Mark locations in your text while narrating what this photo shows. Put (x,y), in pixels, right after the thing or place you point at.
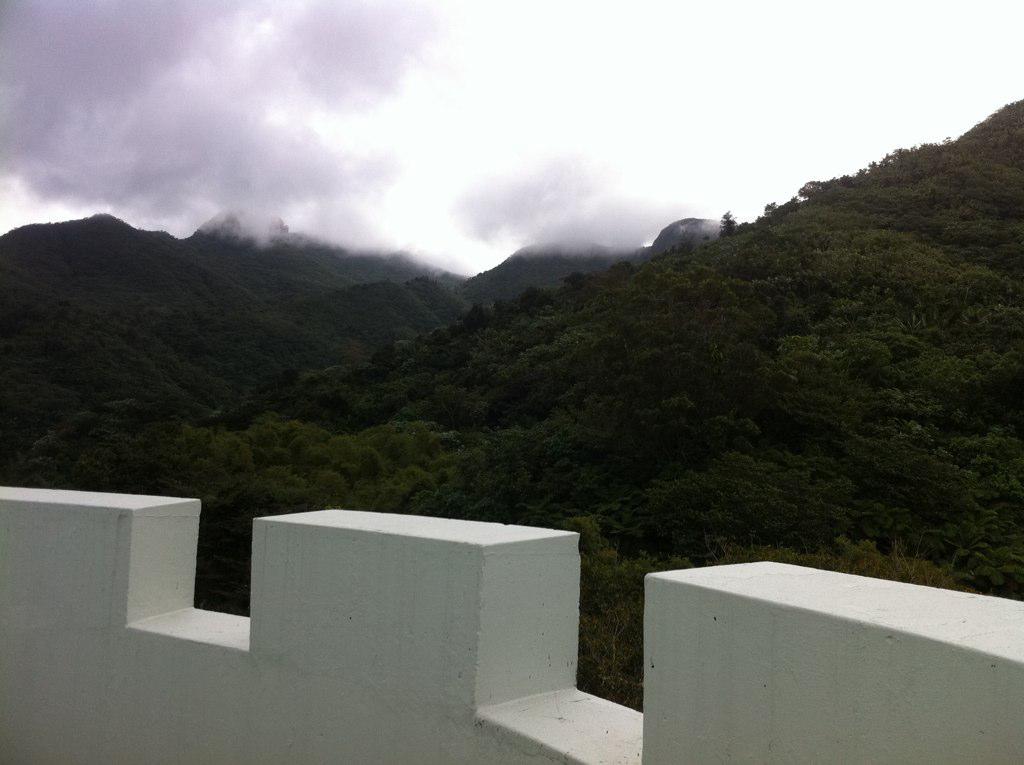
In this image in the front (259,614) there is wall (283,661). In the background (364,375) there are trees (591,397) and the sky (680,163) is cloudy.
